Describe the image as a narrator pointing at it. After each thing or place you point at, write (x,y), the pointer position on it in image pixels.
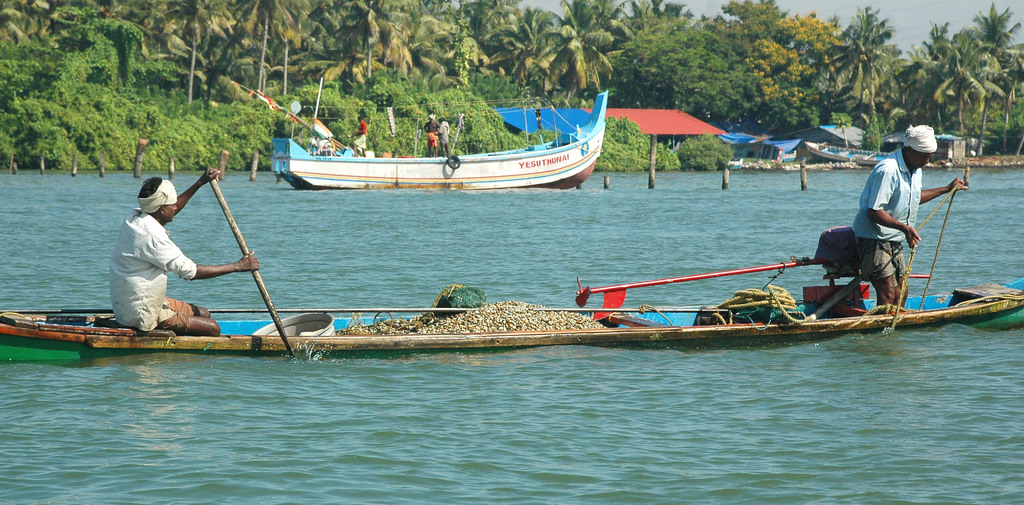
This picture is clicked outside. In the foreground (152,252) we can see a person (160,241) canoeing the canoe (98,342) and we can see another person (903,243) holding the rope (903,290) and standing and we can see the metal rod (778,266) and some other objects (500,316) in the canoe (131,338) and we can see the group of people (443,132) in the boat (464,169) and some other objects (355,152) in the boat (507,158). In the background (546,71) we can see the sky (901,18), trees (840,105), tents (711,132), plants (711,151), water body (81,188) and some other objects (814,169).
